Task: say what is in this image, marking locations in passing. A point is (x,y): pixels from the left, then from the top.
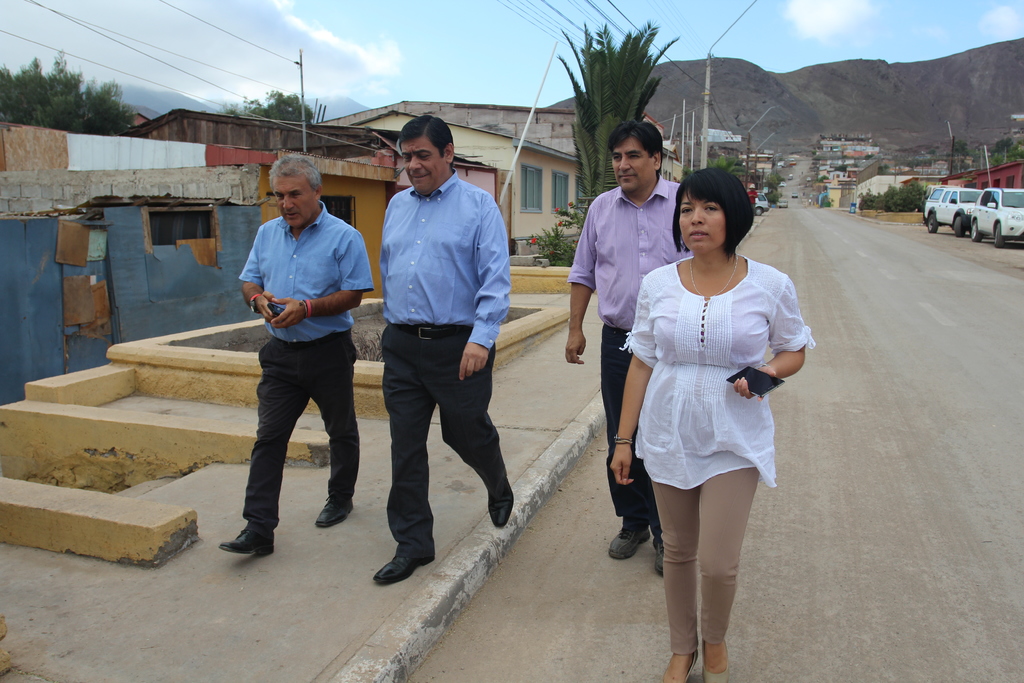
There are three men (479,338) and a woman (704,383) present in the middle of this image (680,334). We can see houses (261,167), trees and mountains (797,115) in the background (755,121). There are vehicles (964,225) on the right side of this image (982,217) and the sky (413,88) is at the top of this image (368,45).
